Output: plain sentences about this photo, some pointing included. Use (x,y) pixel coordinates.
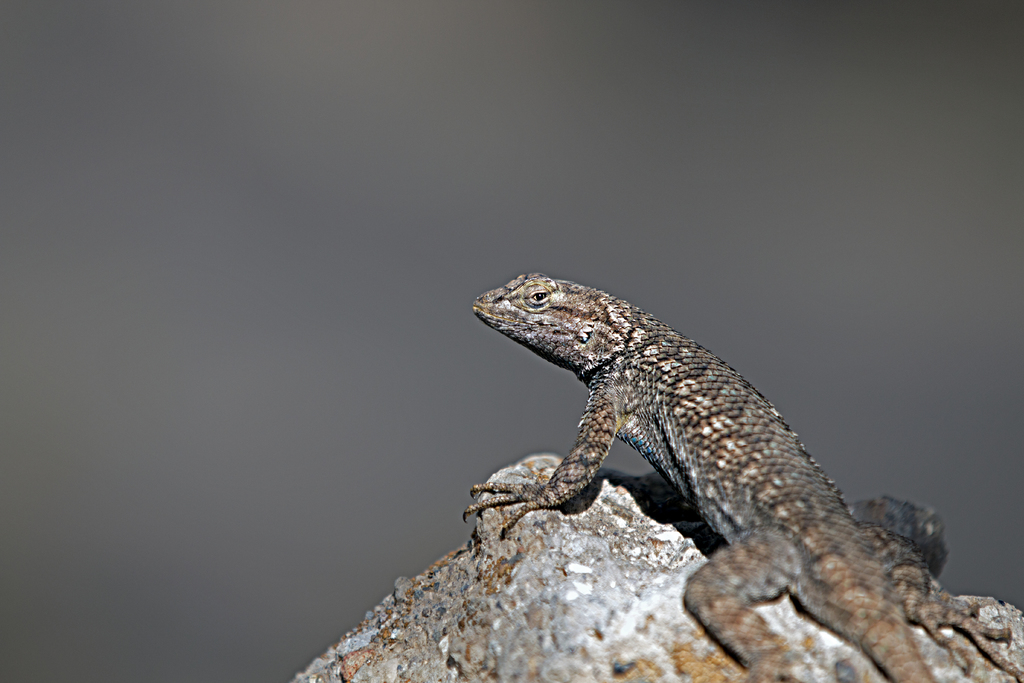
In this image there is a lizard (715,560) on the rock (613,583) as we can see in the bottom of this image (599,531).
